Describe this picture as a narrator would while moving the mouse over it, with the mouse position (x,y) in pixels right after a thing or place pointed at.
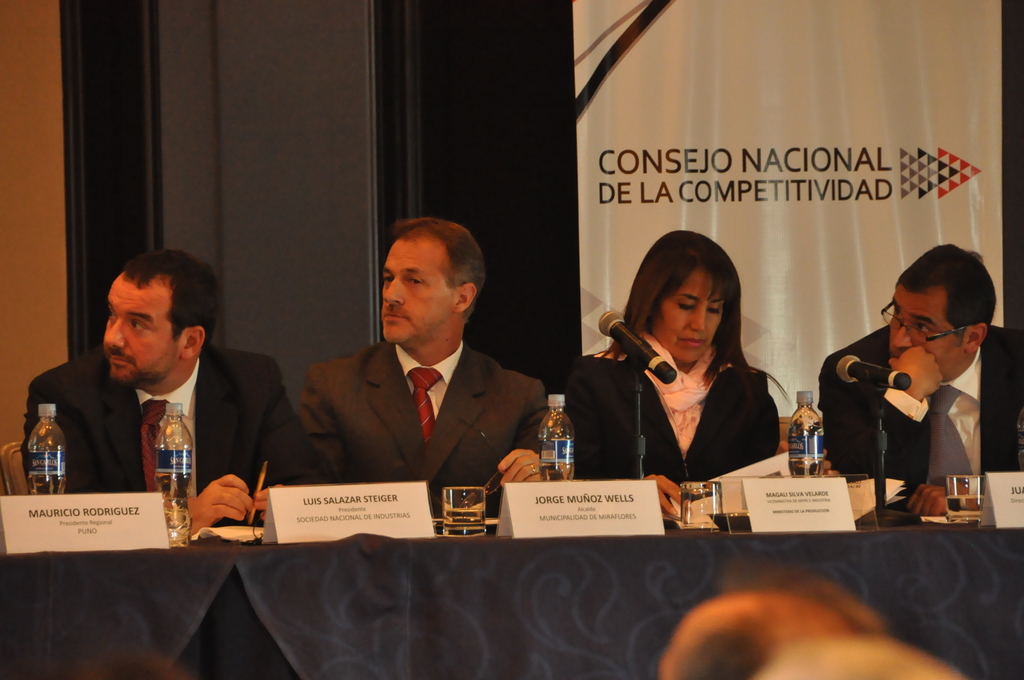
In this image we can see some group of persons (661,477) sitting on chairs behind table (394,546) on which there are some name boards (403,501), water bottles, glasses (680,499), microphones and in the background of the image (649,106) there is a wooden surface (46,172) and white color sheet (648,230).
